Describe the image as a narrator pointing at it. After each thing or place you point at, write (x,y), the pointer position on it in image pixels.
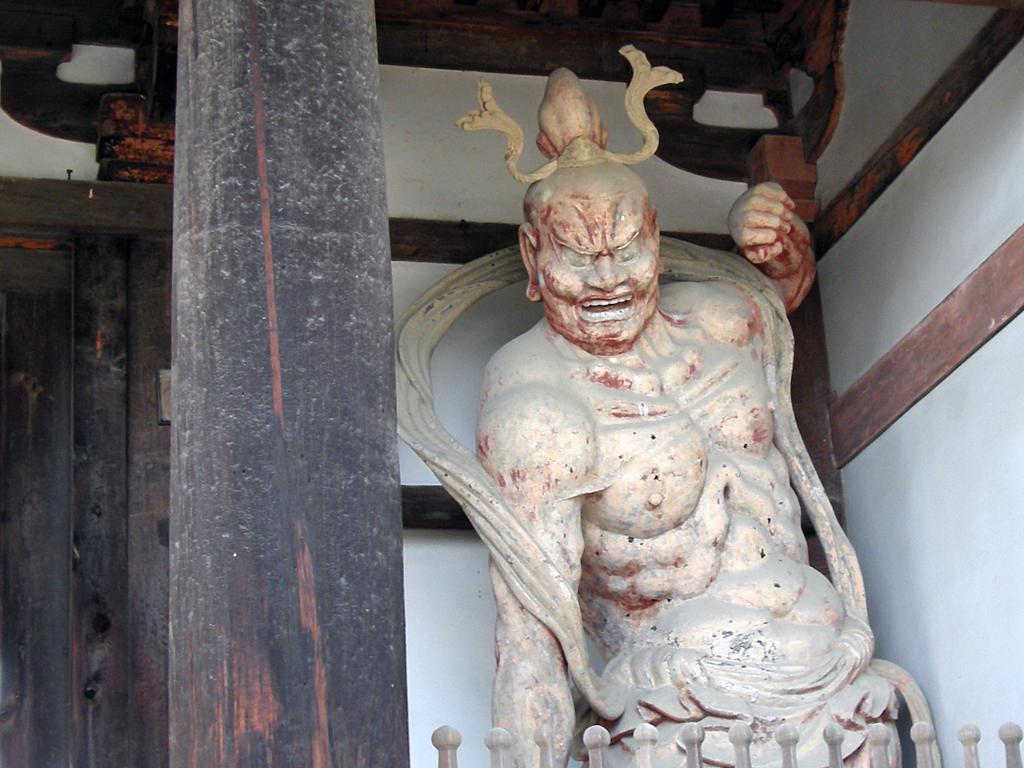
In this picture we can see statue (569,206) of a person (579,373). On the left (79,293) there is a door (122,351). Beside that we can see the wooden pillar (378,262).
